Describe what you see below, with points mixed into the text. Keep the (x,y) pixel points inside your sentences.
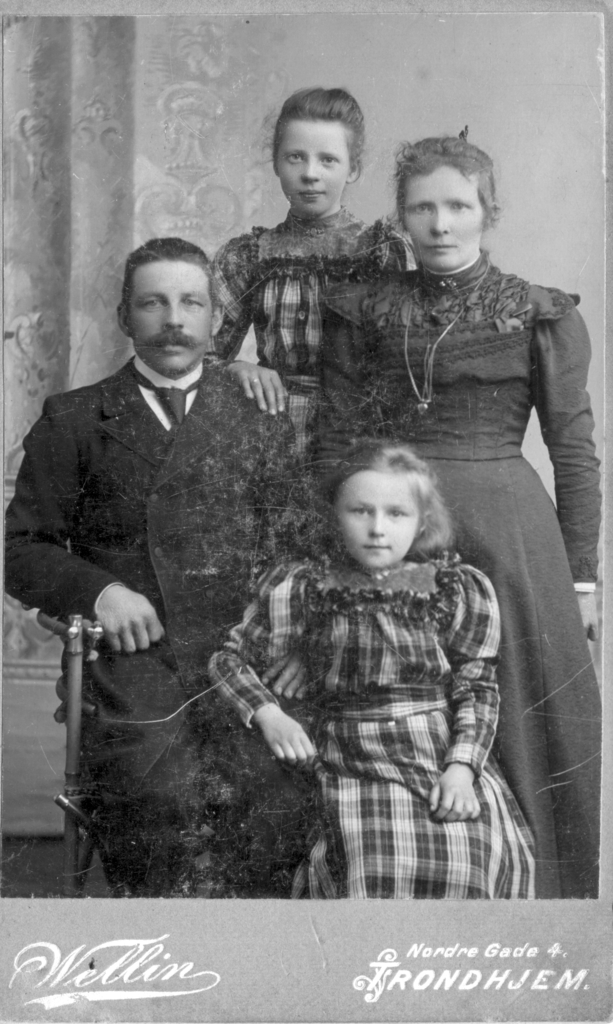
In the image there is a photograph (296,765). In that photograph (136,472) there is a man (224,370), lady (326,389) and two girls (427,638). At the bottom of the image (156,948) there is some text (80,997).
